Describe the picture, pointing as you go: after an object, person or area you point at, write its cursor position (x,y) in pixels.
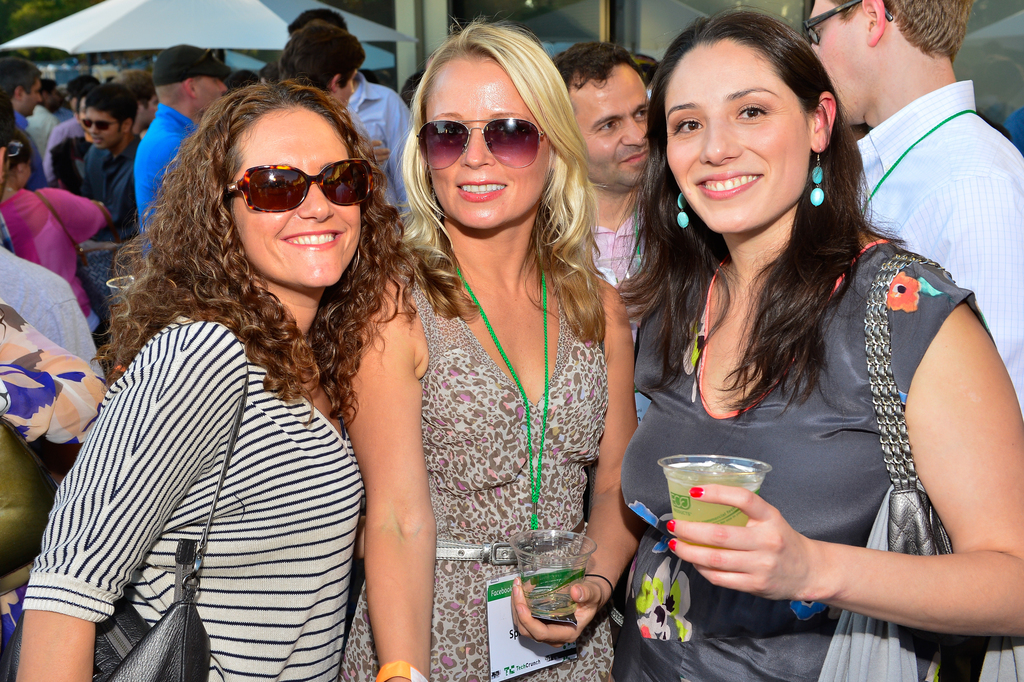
In this picture we can see there are three people (443,531) standing and two women (678,562) are holding the cups (539,599) and smiling. Behind the people (327,221) there are groups of people (231,76), umbrella (199,30) and other things (88,63).
